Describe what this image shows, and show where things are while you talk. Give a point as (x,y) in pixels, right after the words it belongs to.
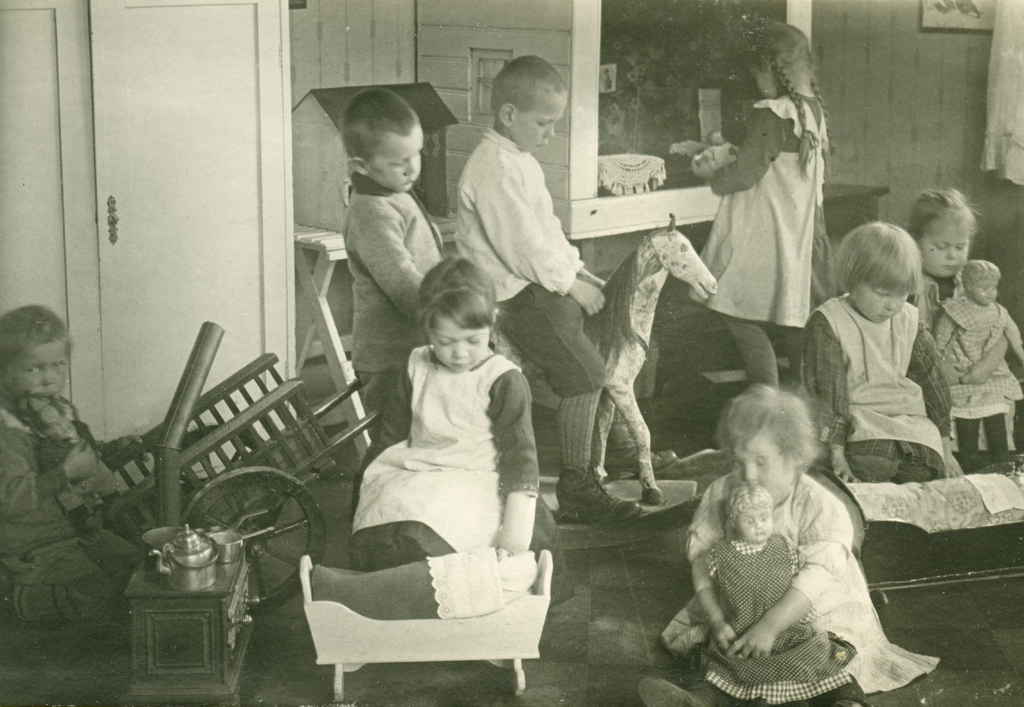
In this image, we can see some kids (24,508) playing with different objects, we can see a door (213,145) and there is a wall (955,69) on the right side (982,88).
